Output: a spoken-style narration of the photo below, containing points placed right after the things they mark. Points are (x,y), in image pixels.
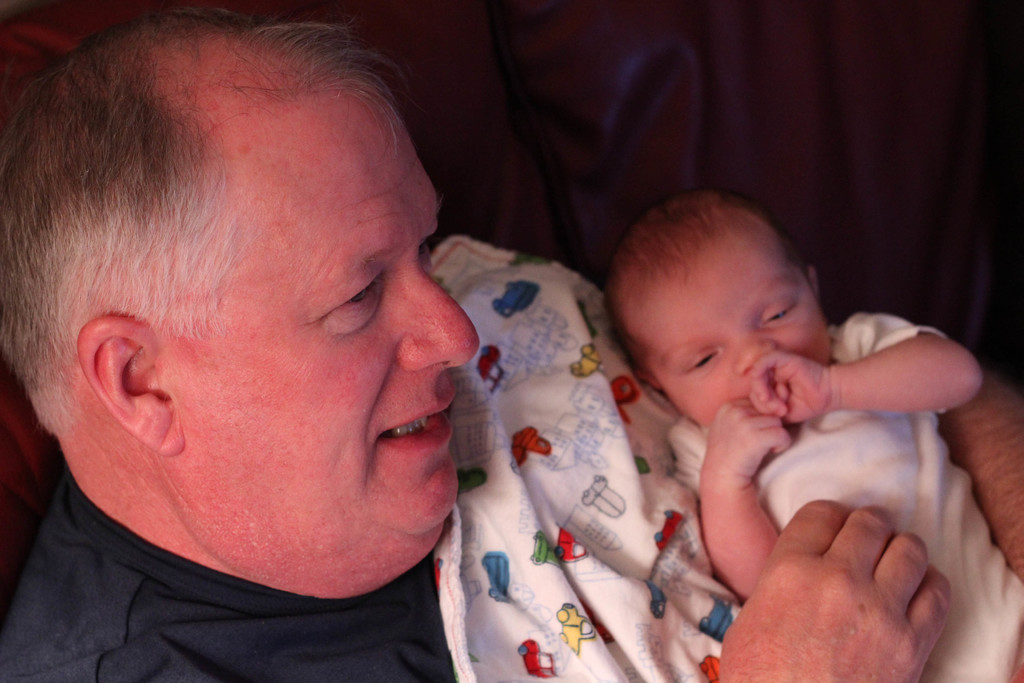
Here in this picture we can see an old man (110,323) holding a baby (985,594) in his hands (889,511) with a blanket (587,651) under him over there.
